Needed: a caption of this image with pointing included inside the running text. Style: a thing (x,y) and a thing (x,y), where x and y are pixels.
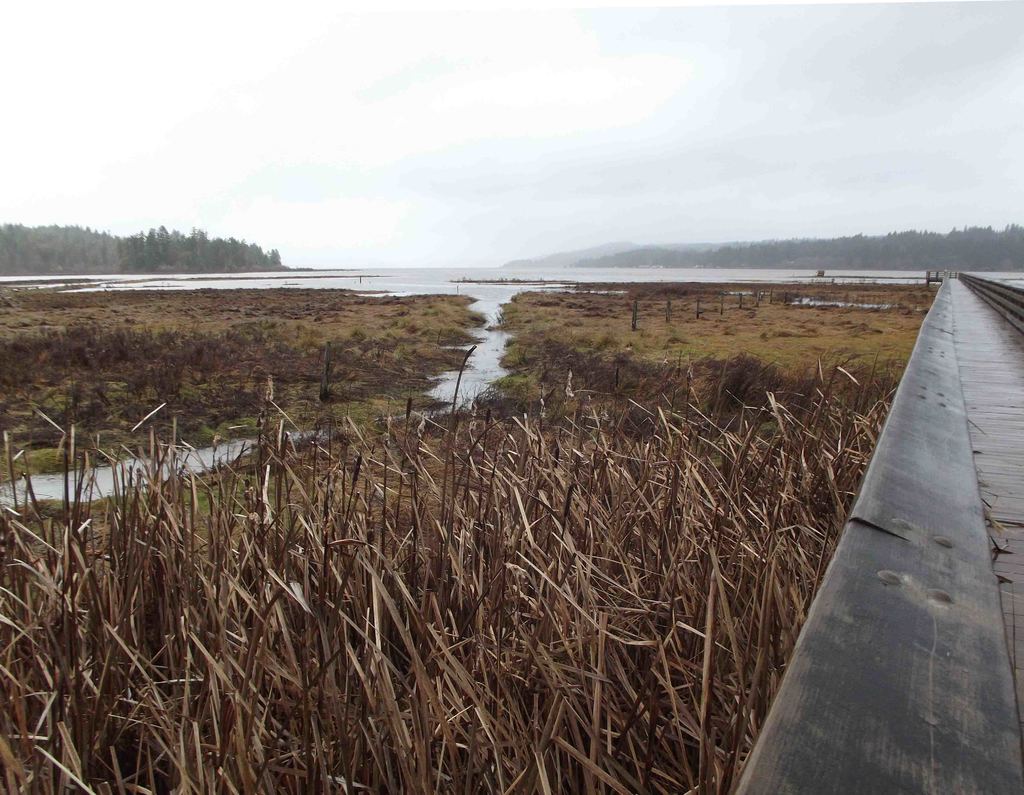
In front of the image there is grass (68,471) on the surface (778,303). On the right side of the image (845,631) there is a fence (920,629). There is a pavement (981,347). In the background of the image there is water (483,320). There are trees (19,240), mountains (679,252). At the top of the image (467,124) there is sky (544,70).
